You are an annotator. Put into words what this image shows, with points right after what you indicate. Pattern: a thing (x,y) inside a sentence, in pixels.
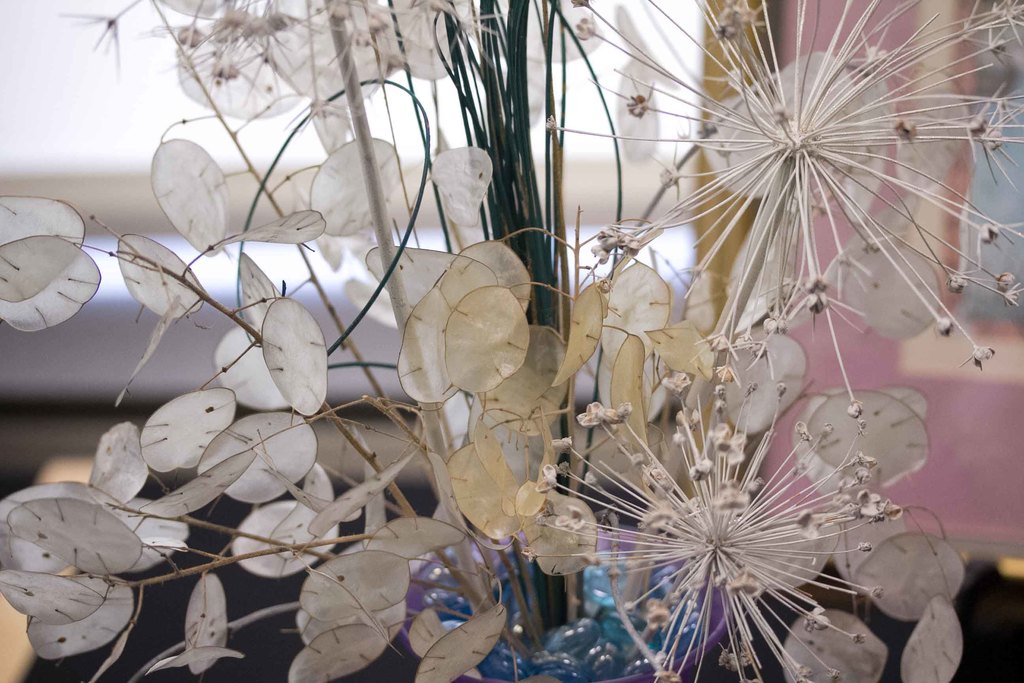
In the picture I can see a plant (545,265) which has white leaves (430,305) on it and there are some other objects (222,294) in the background (685,150).
